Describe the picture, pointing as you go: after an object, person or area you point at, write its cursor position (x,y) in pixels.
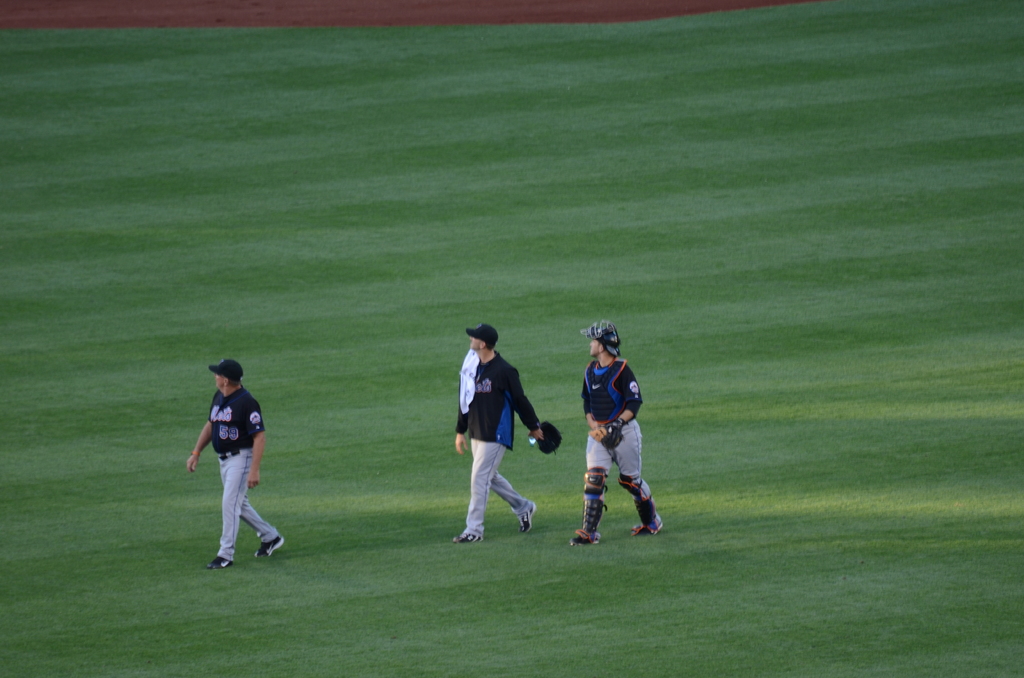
In this image there are three persons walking on the grass (353,216).
